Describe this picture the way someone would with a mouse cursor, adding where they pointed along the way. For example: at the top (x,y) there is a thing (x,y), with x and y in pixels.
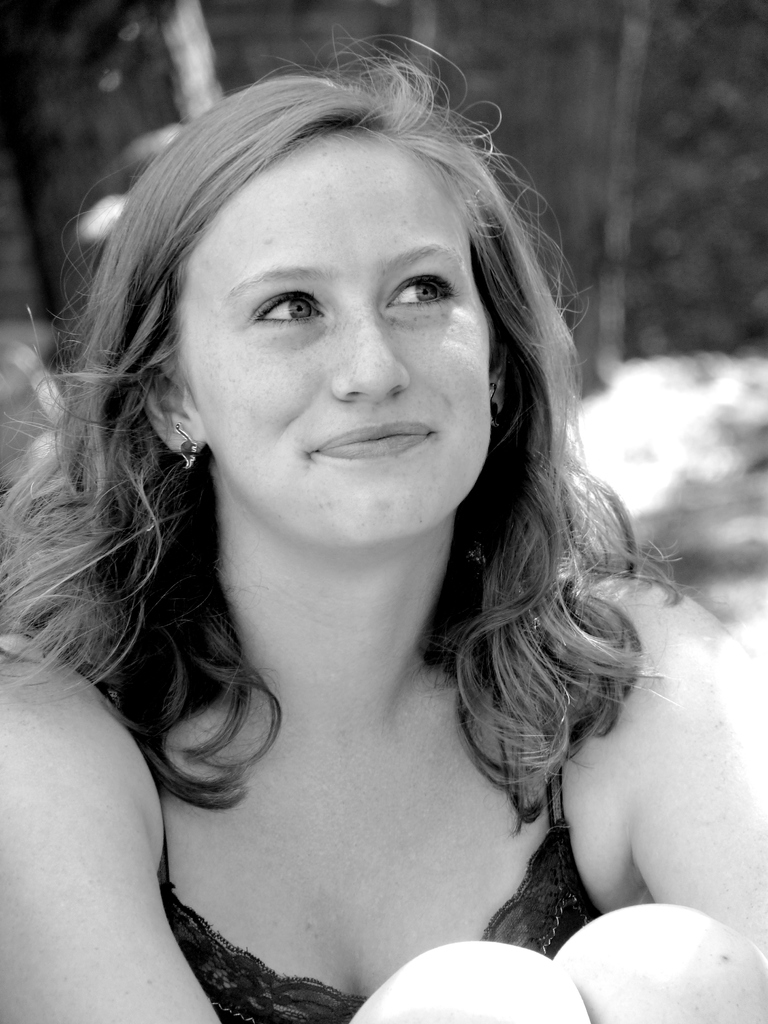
This image consists of a woman (392,541) wearing a black dress (544,930). She is sitting on the ground (767,607). In the background (318,10), we can see a wall (317,25).
